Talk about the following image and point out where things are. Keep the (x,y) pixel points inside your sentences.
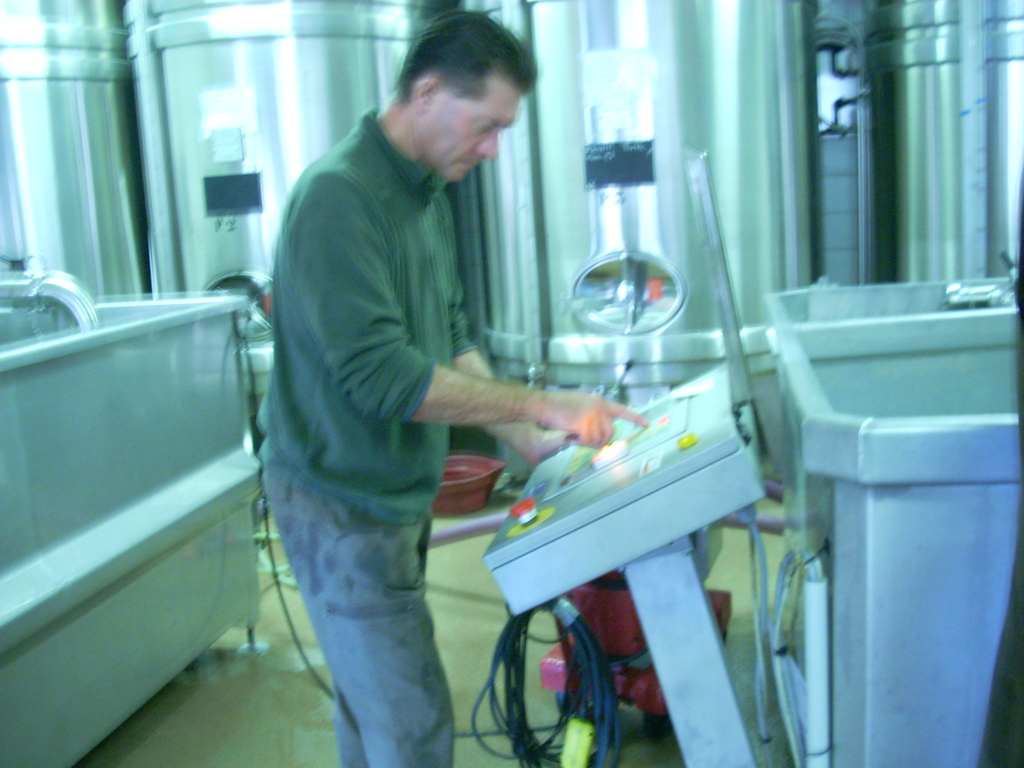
This image is slightly blurred, where we can see this person (308,243) wearing green color T-shirt (323,370) is standing on the floor (156,720) and there is some machine (644,572) in front of him. Here we can see big containers (602,213).
